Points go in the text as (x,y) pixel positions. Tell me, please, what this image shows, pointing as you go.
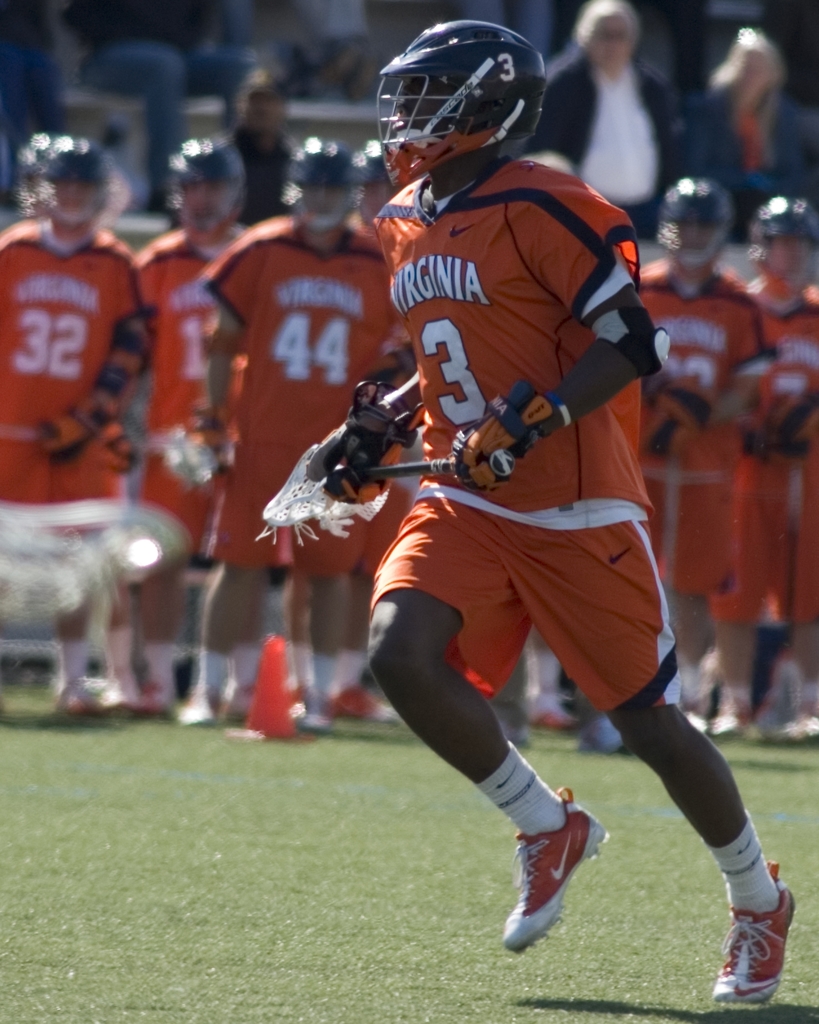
In the foreground of this image (551,357), there is a man (531,441) wearing helmet (464,84) and running on the grass (441,951), holding a lacrosse stick (335,505). In the background (336,286), there are persons (357,533) standing and few (206,61) are sitting on the top (216,61).
